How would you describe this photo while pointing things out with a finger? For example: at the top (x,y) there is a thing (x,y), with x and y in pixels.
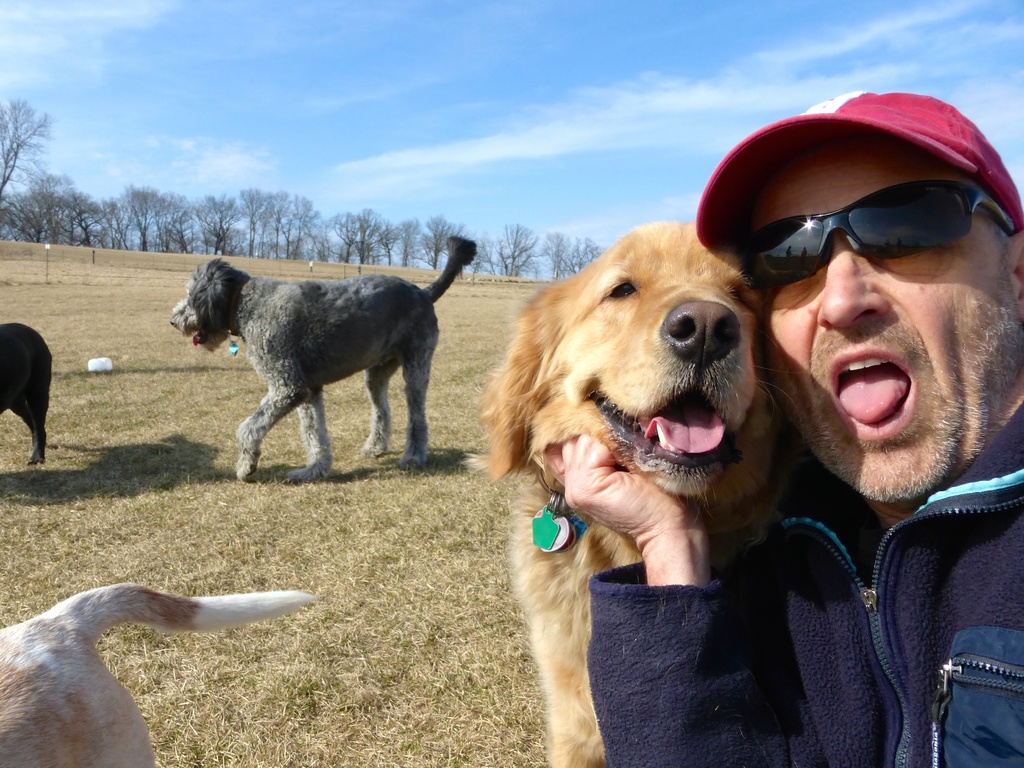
at the right (908,498) there is a person (688,563) and a dog (608,391). behind him there are more dogs (40,621). behind them there are trees (402,243).
